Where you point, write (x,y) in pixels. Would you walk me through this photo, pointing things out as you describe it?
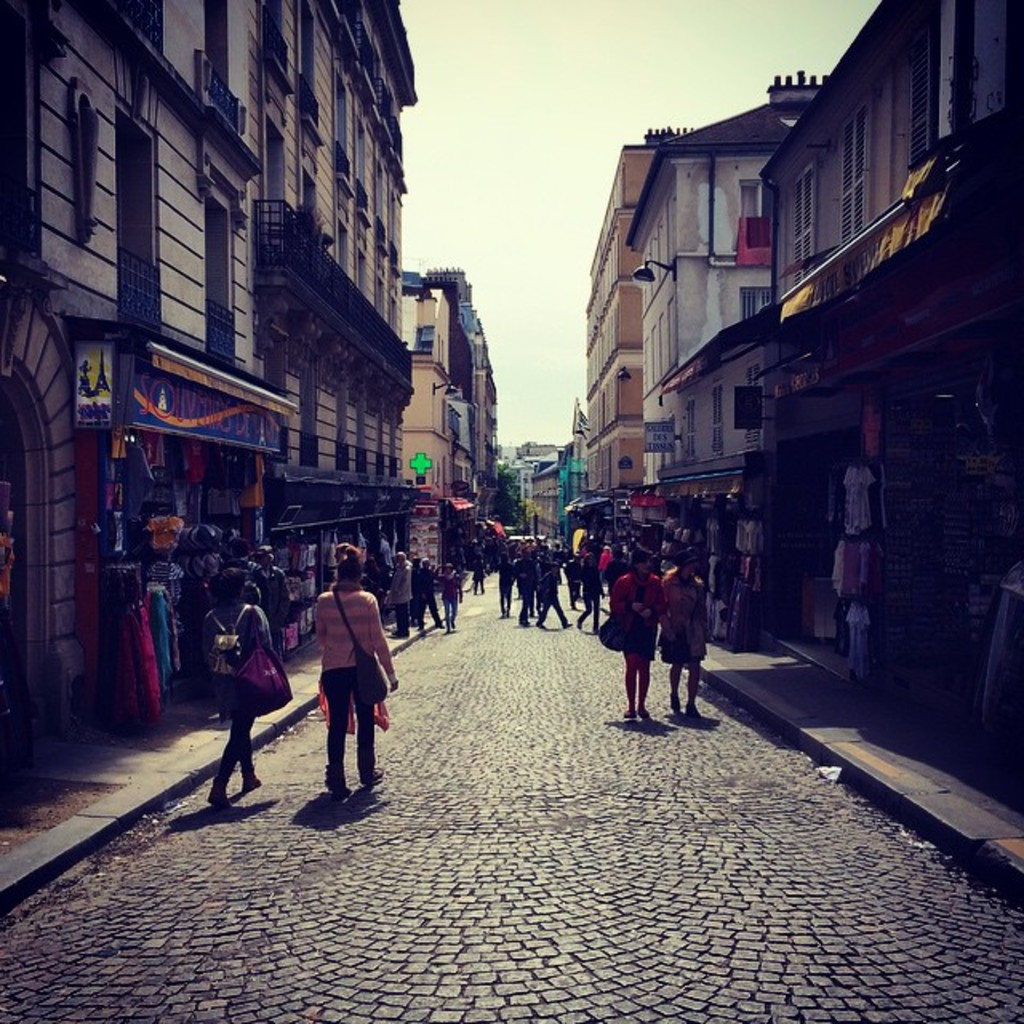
In this image there are a few people (336,655) walking on the streets (431,754), beside the streets (424,765) on the pavement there are buildings (377,549), in front of the buildings (278,529) there are stalls (206,535) with name boards (362,517) on it, in the background of the image (516,502) there are trees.
